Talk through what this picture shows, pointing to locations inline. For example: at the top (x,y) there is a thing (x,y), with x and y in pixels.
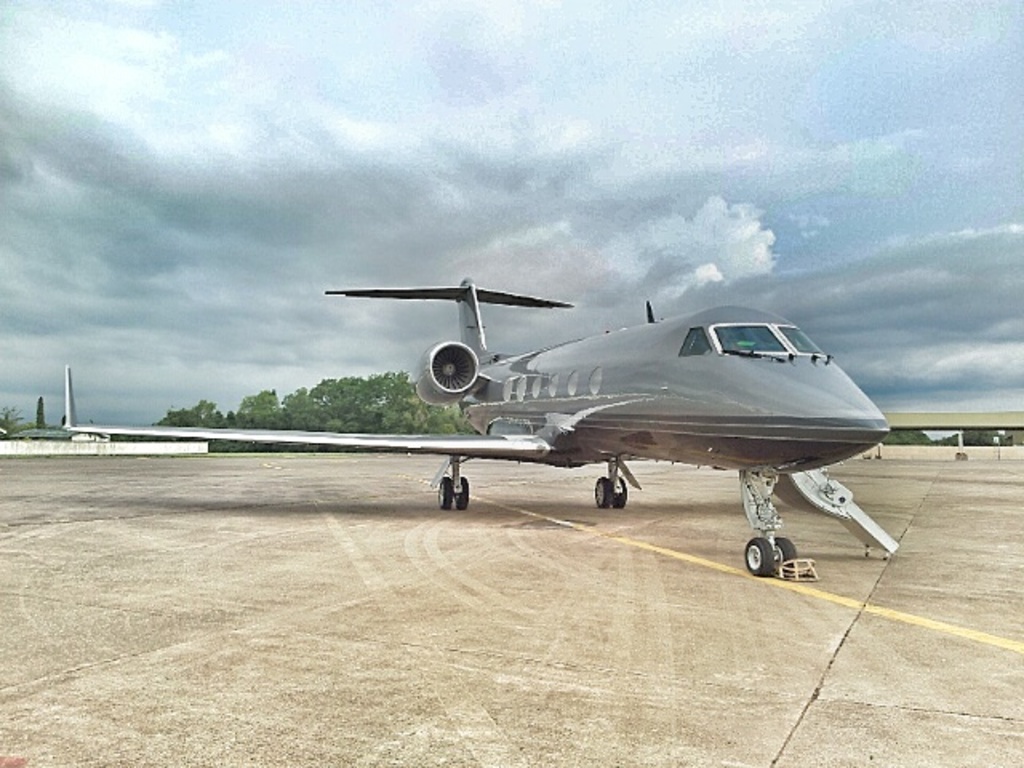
There is an airplane (523,382) on the empty land (403,523), behind the plane (508,375) there are lot of trees (395,377) and in the background (478,165) there is a sky (656,184).
